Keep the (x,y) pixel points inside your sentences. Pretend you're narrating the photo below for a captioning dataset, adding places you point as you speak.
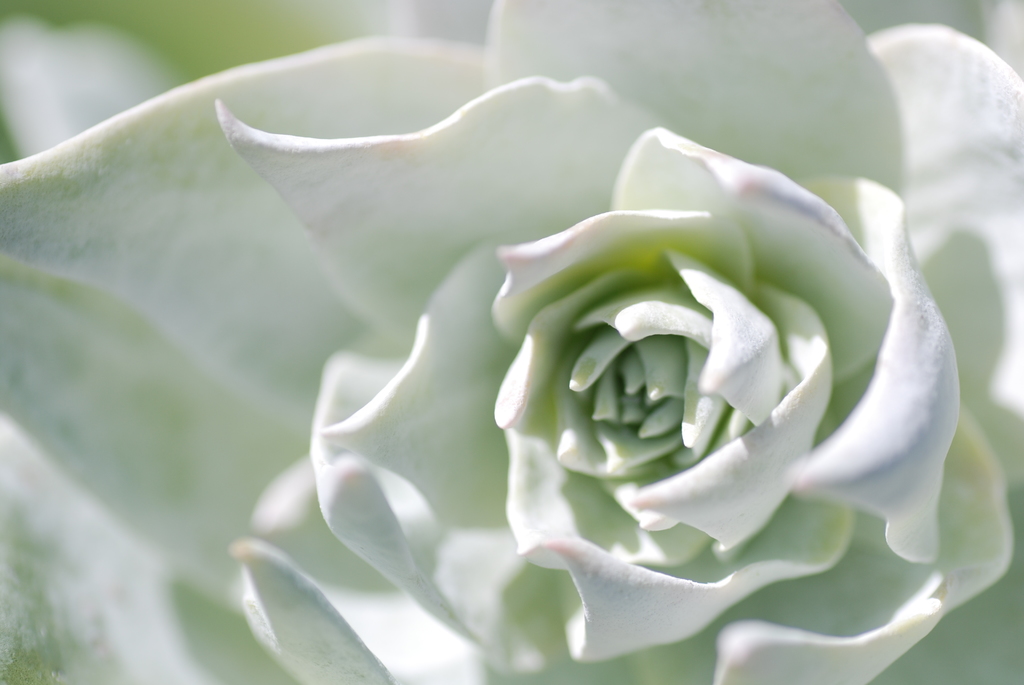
In this image in the foreground (517,533) there is one flower (317,582), which is white in color.
